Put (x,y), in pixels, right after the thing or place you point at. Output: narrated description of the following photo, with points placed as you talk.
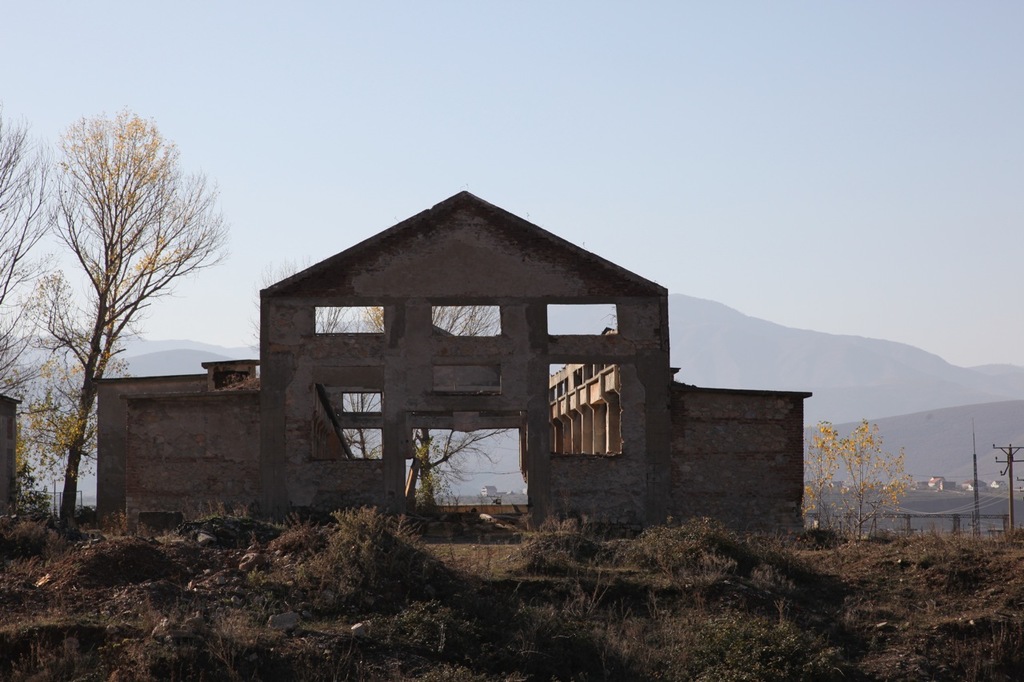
In the image we can see there is a building (338,409) and there is a ground (603,577) which is covered with dry grass (495,569). Behind there are trees (63,259).
